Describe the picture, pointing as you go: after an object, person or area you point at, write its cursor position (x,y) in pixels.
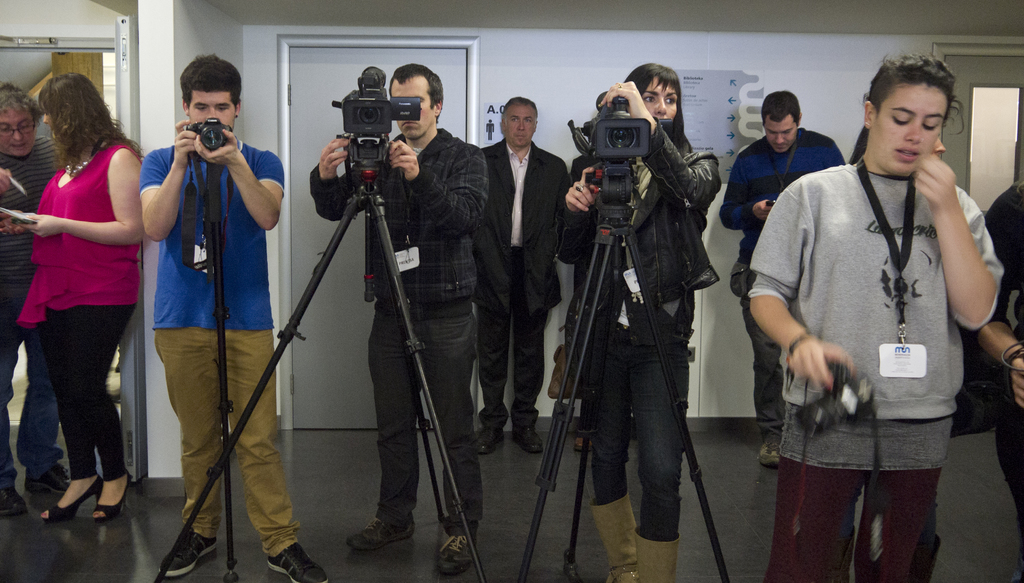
This is the picture of a room (984,499) in which there are some people (236,331), among them some are standing in front of the stands (366,243) to which there are some cameras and also we can see some other people (847,318), door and some poster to the wall (723,363).
